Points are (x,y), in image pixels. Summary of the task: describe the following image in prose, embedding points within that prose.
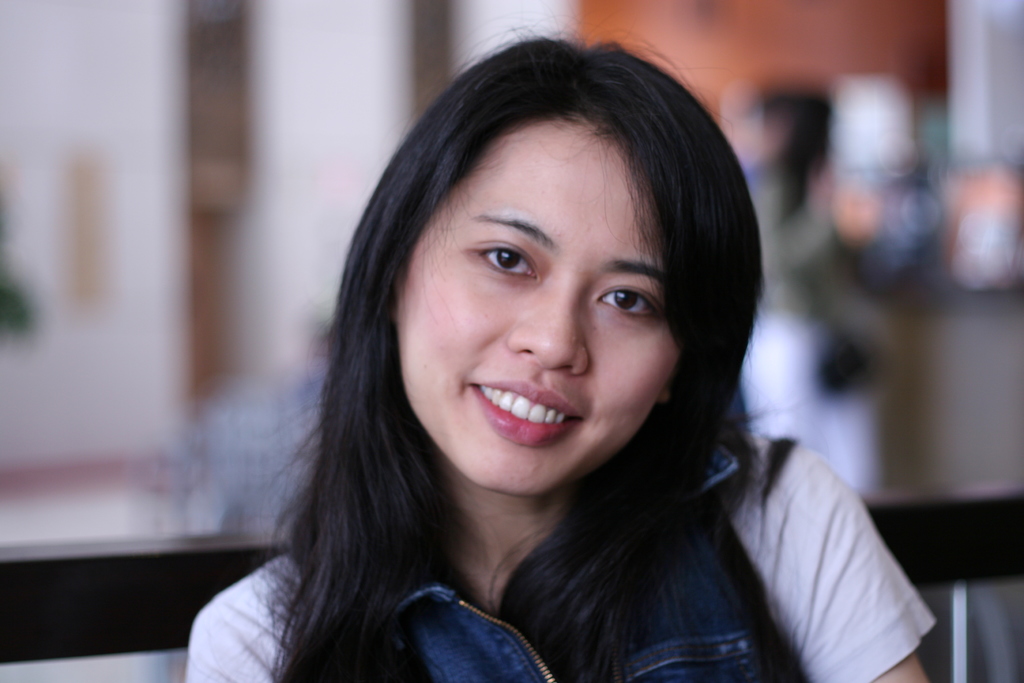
A lady (475,405) wearing a white and blue dress (250,581) is smiling. In the background (442,49) it is blurred.
